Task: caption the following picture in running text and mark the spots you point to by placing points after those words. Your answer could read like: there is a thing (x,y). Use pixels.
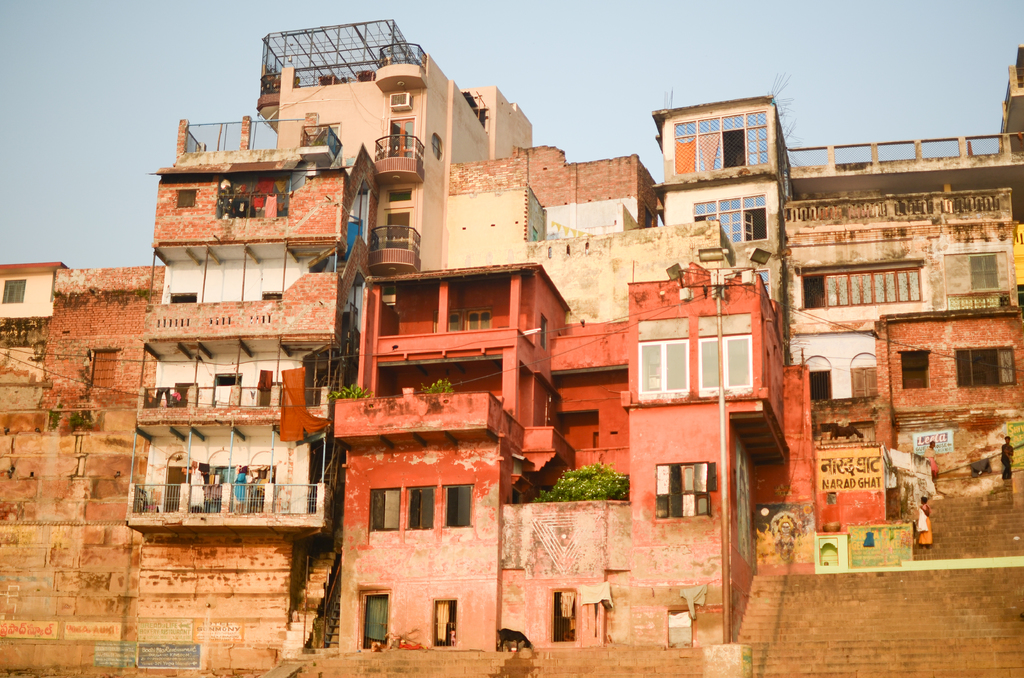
In the middle of the image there are some buildings (585,195), on the buildings (585,195) there are some plants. Behind the building (534,180) there is sky (130,104).
